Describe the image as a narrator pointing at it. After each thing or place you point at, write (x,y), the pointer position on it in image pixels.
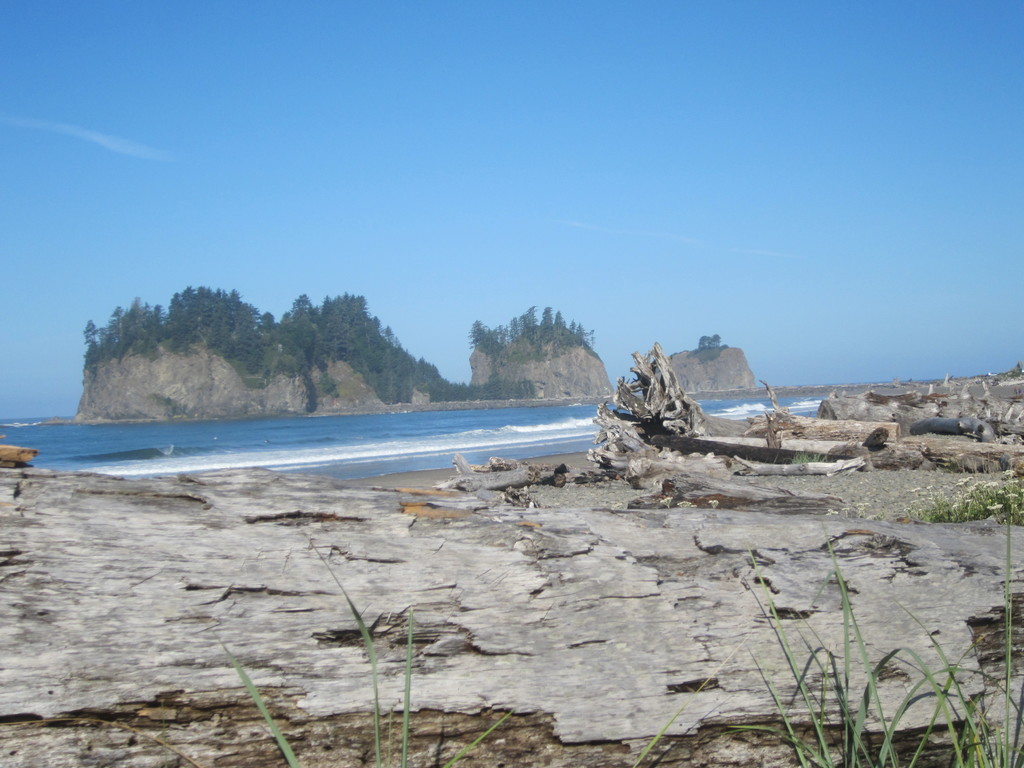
In this picture there are few tree trunks (917,420) in the right corner (931,438) and there is water (490,428) and there are mountains (293,381) which are covered with trees (337,349) above it in the background (403,378).
